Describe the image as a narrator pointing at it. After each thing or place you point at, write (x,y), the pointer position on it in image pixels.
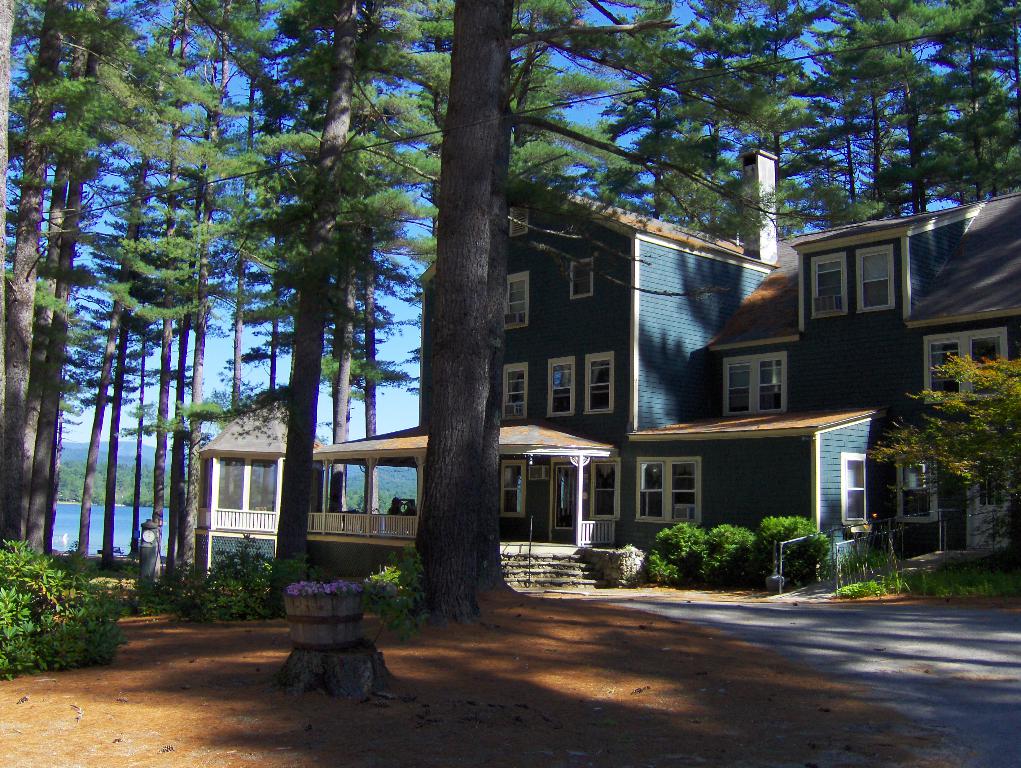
There is a basket (326,614) which is having flowers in it, on the wood (373,647). Which is on the ground (412,667). On the right side (722,606), there is a road (735,606). In the background (735,409), there are trees (533,149), buildings (614,238) which are having glass windows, plants (1016,515), water (60,524), mountains (71,453) and there is blue sky (214,36).
